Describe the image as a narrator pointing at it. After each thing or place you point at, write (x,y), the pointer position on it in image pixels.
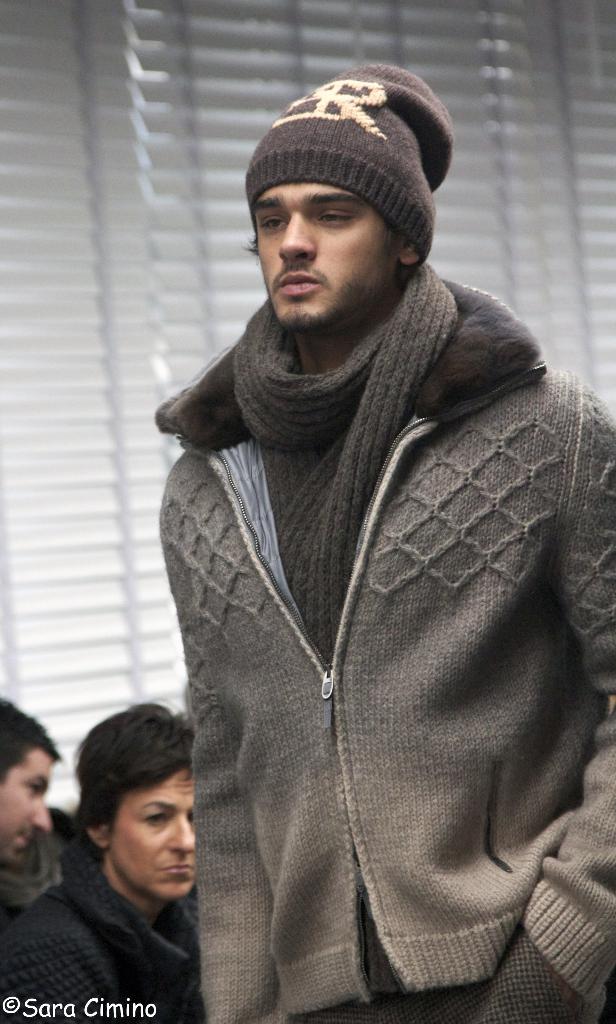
In the foreground of this picture (341,233) we can see a man (397,466) seems to be walking. In the background (106,883) we can see the two people (66,866) seems to be sitting and we can see the window blinds (567,74). In the bottom left corner (133,1015) we can see the watermark (99,1010) on the image.
